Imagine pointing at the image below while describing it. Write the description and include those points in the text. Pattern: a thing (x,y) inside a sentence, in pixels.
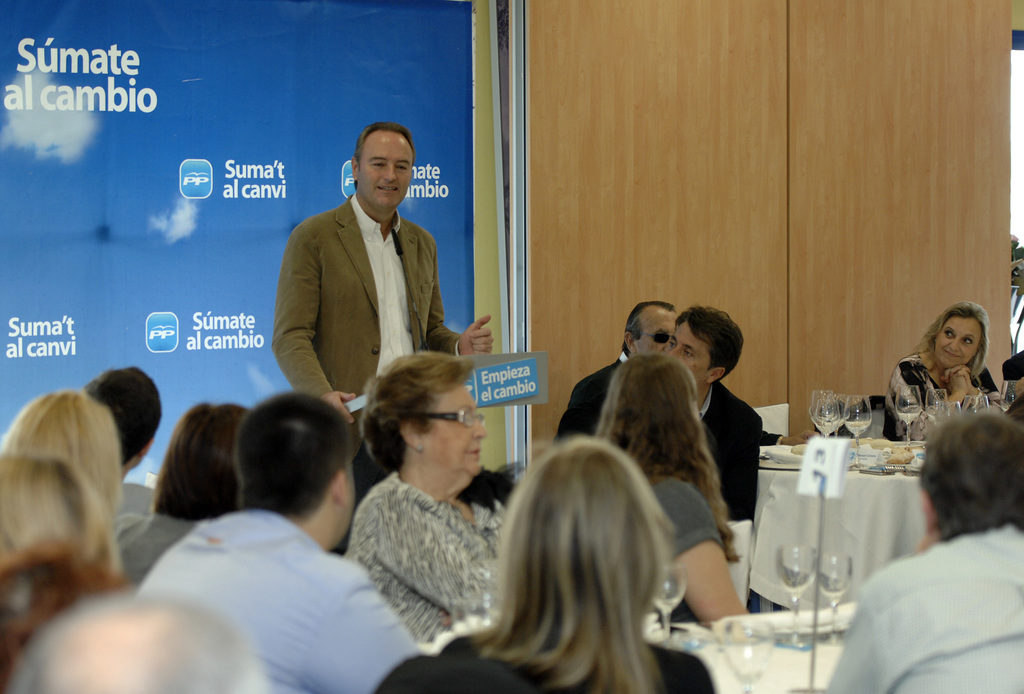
In this image we can see a man (367,191) standing. We can also see the people (507,594) sitting. Image also consists of the tables (850,487) which are covered with the clothes (843,541) and on the tables (780,595) we can see the glasses (795,570). In the background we can see the banner (260,135) with the text (205,325). We can also see the wooden wall (734,211).
